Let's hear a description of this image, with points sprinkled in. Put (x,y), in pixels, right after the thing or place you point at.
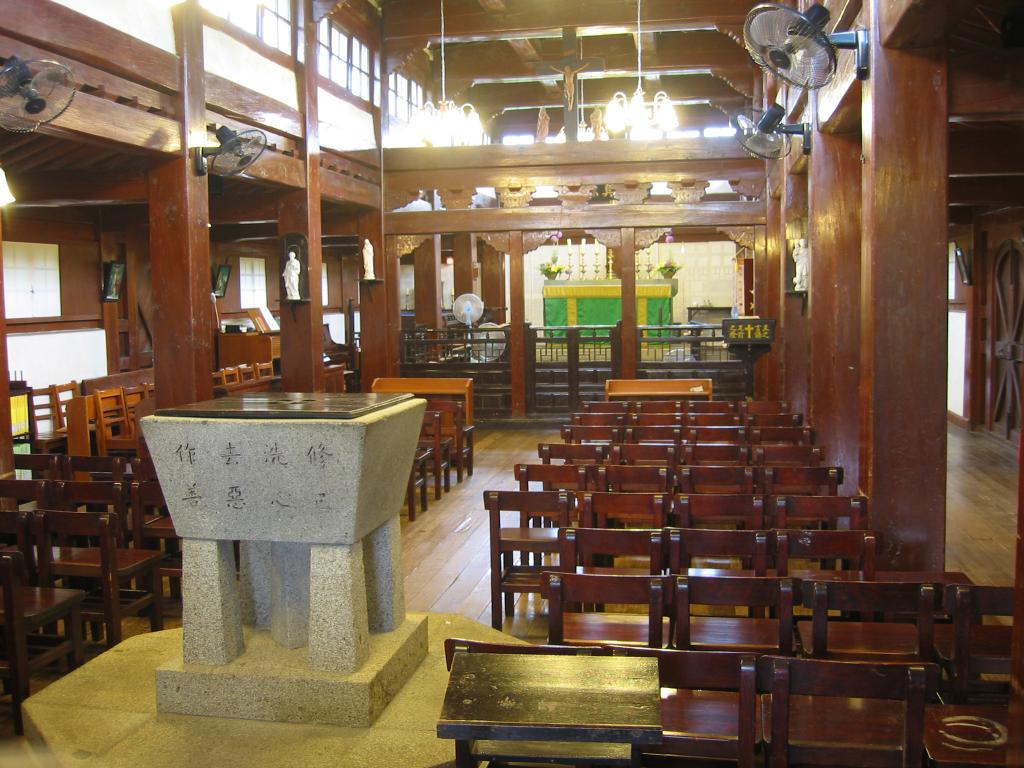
In this image I see number of chairs (704,455), fans (747,37) and the lights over here and I see the floor (498,462) and I can also see small sculptures (372,256) and I see a thing (206,417) over here which is of white in color.
